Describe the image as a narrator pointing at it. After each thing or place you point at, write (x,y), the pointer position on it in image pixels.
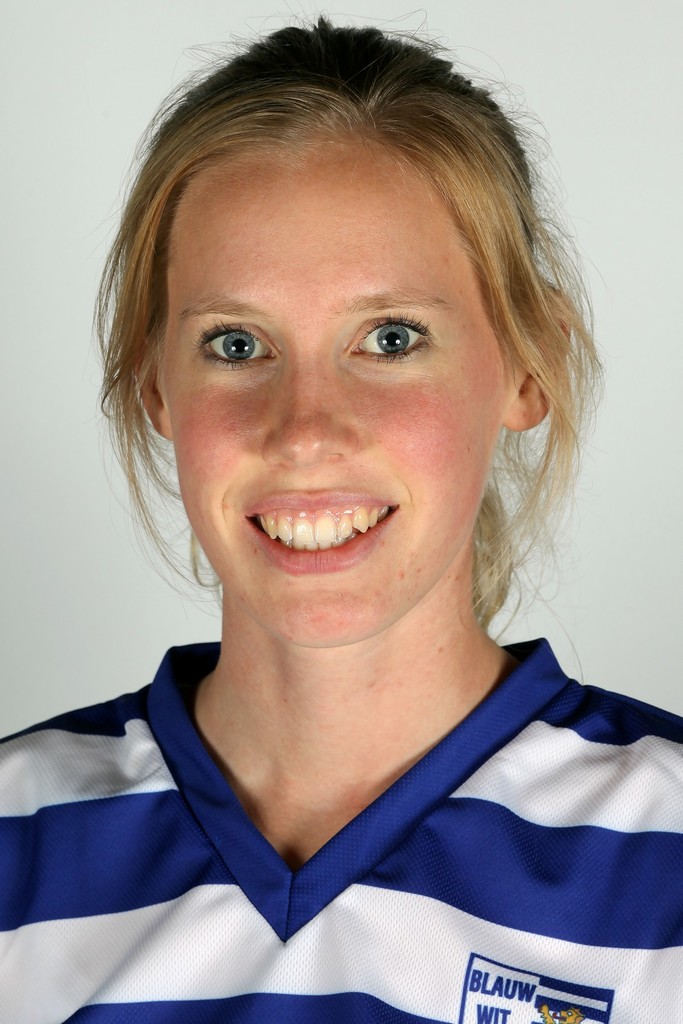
In the image a woman (485,843) is standing and smiling.
